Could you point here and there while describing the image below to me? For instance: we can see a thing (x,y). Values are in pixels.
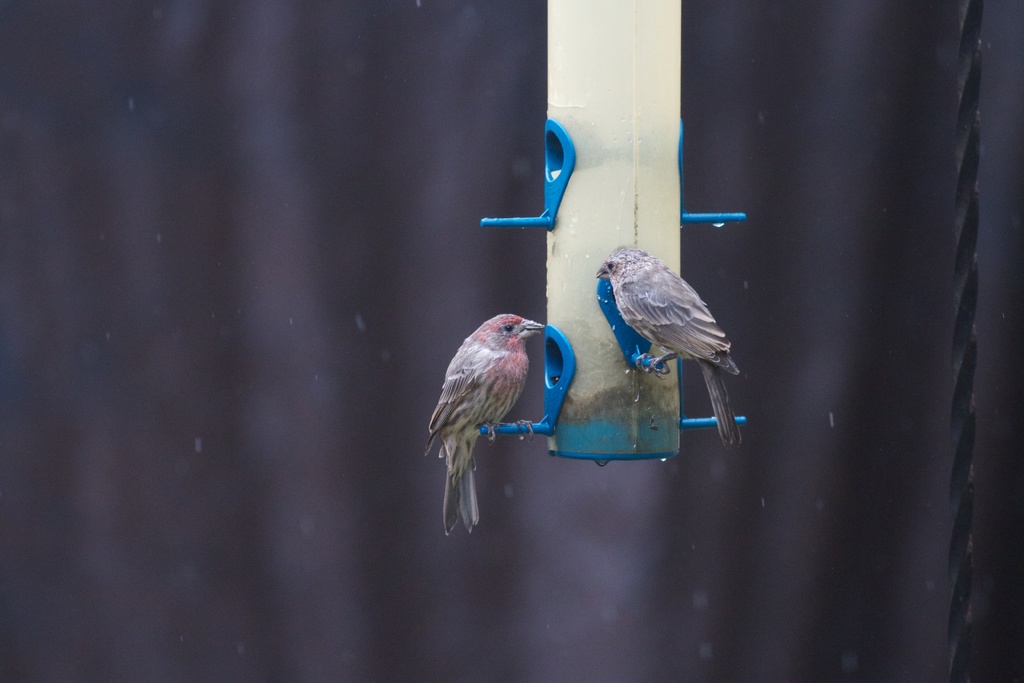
These are the two beautiful birds (664,317) that are standing on blue color things (555,405).
